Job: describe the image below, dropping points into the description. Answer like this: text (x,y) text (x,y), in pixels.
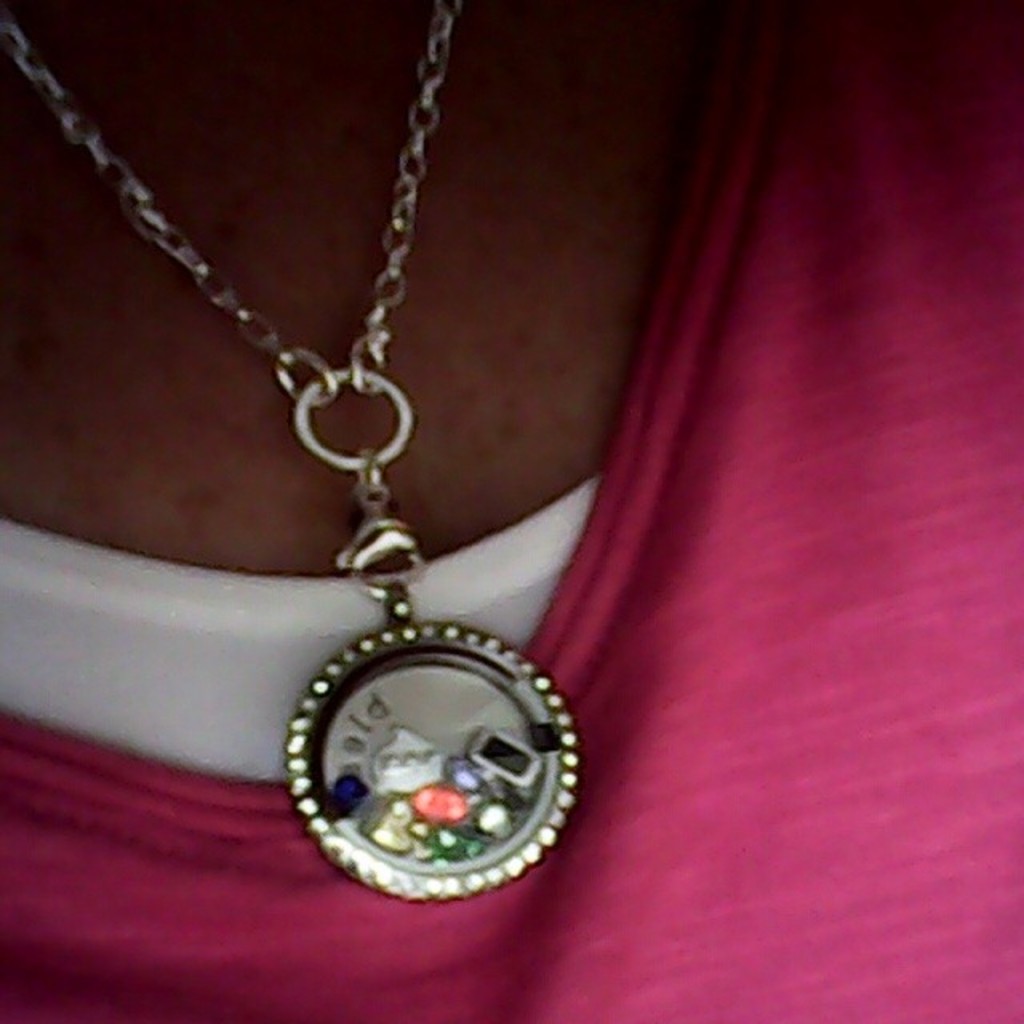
In this image I can see a person (777,490) wearing pink and white color dress (166,688) and there is a chain (377,326) with a locket (381,802) around the person's neck (322,343).
